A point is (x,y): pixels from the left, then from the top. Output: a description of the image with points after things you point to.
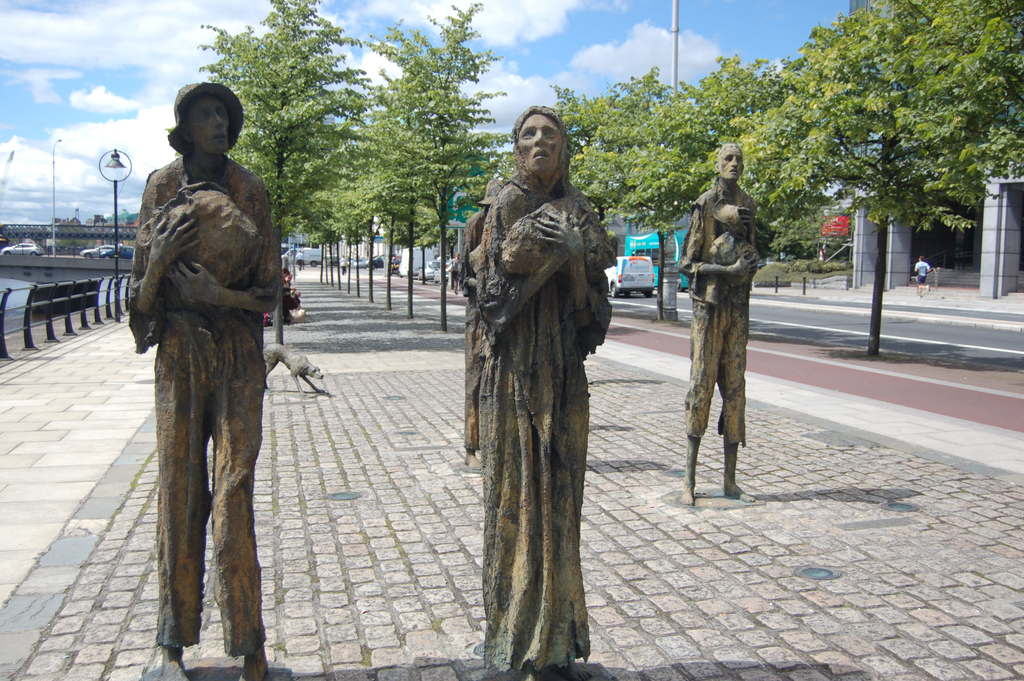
In this picture we can see statues (560,477) on the ground (322,491), at the back of them we can see vehicles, people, trees (383,104), poles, water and some objects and in the background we can see sky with clouds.
